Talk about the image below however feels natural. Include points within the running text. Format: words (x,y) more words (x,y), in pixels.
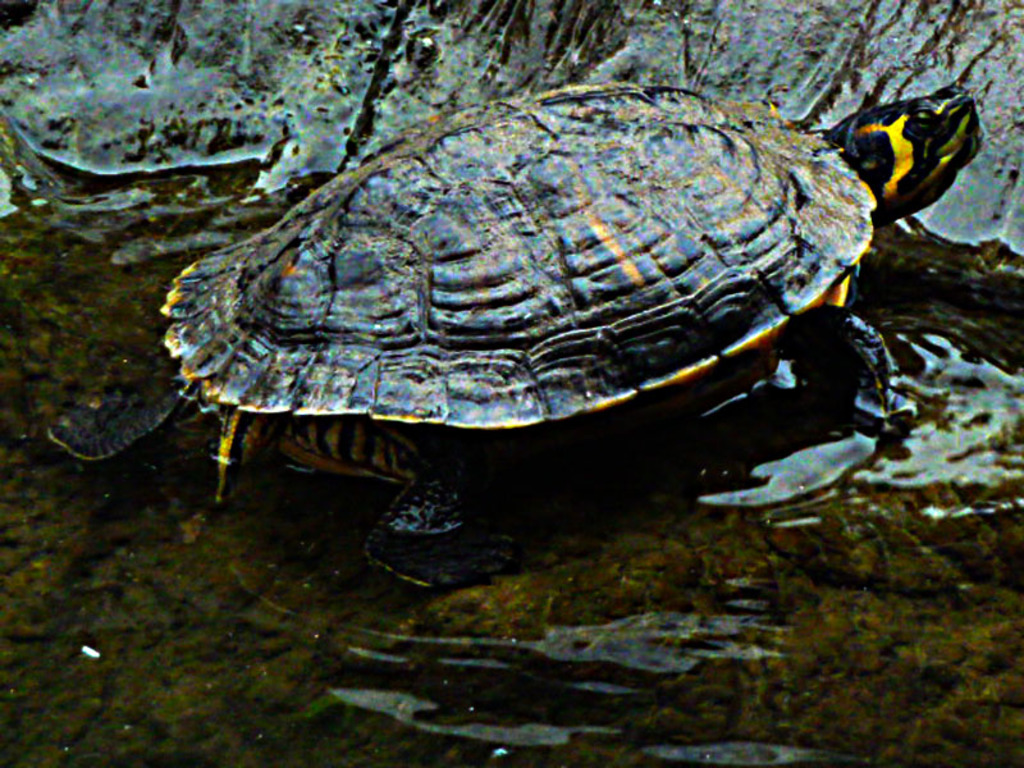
In this image we can see a tortoise (533,442) in the water (591,569).
